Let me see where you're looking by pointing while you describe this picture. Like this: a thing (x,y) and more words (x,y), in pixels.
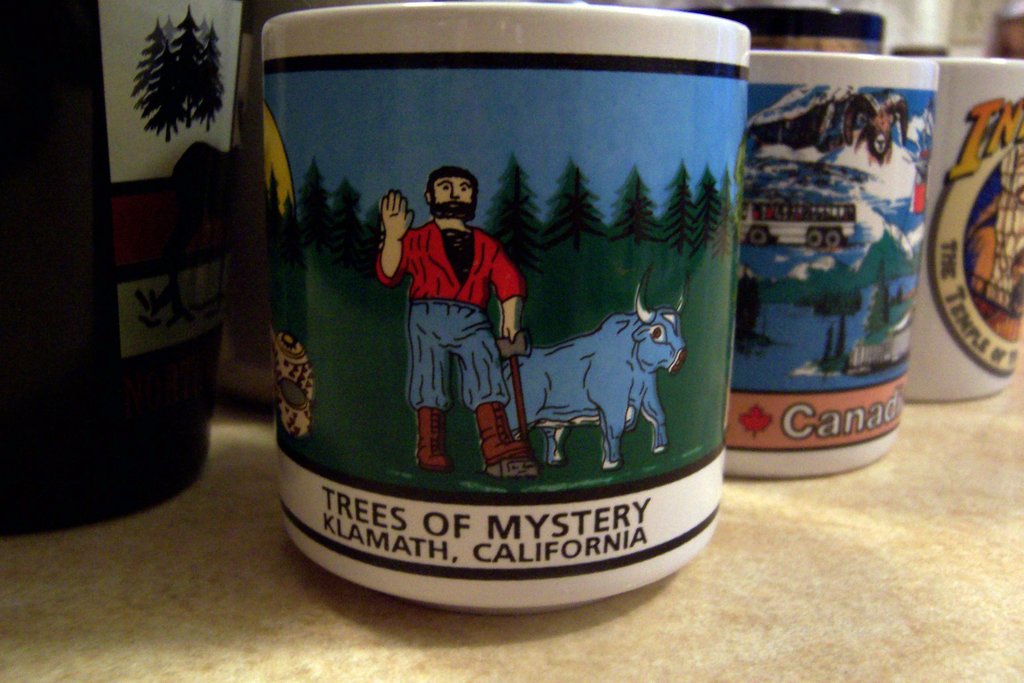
In this image, There are some cups (822,461) on that cups (965,238) there are some images (469,182) pasted on the cups (550,252).
